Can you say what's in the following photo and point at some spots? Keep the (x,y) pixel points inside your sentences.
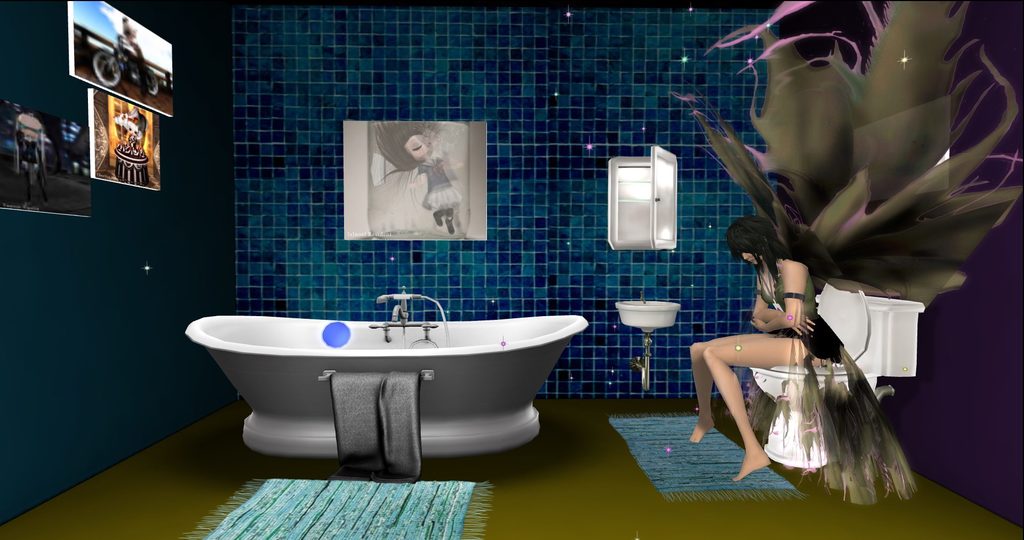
This is an animated image where I can see a person (796,275) is sitting on the commode (903,335), here I can see bathtub (225,359), towel (397,414), shower (442,305), wash basin (647,306), carpet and photo frames (89,169) on the blue color wall (240,261).
